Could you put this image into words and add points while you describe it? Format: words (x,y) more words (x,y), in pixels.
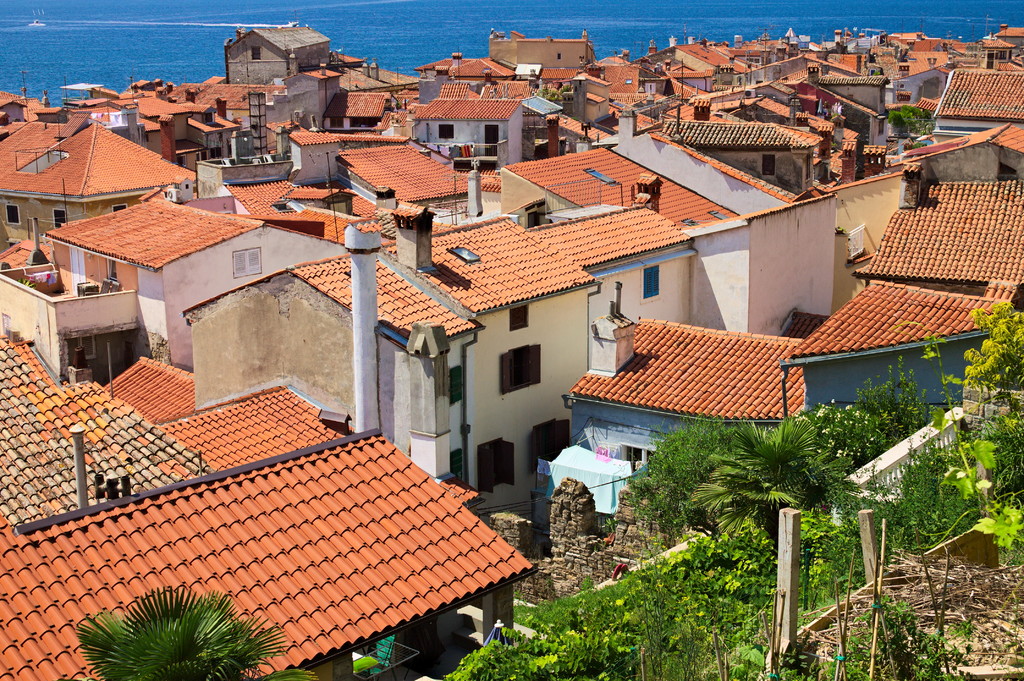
In this picture we can see roofs (562,192) of the buildings (577,108), at the bottom (603,590) there are some trees (739,576), we can see water (97,41) in the background (81,37), there is a pipe (82,480) here.
